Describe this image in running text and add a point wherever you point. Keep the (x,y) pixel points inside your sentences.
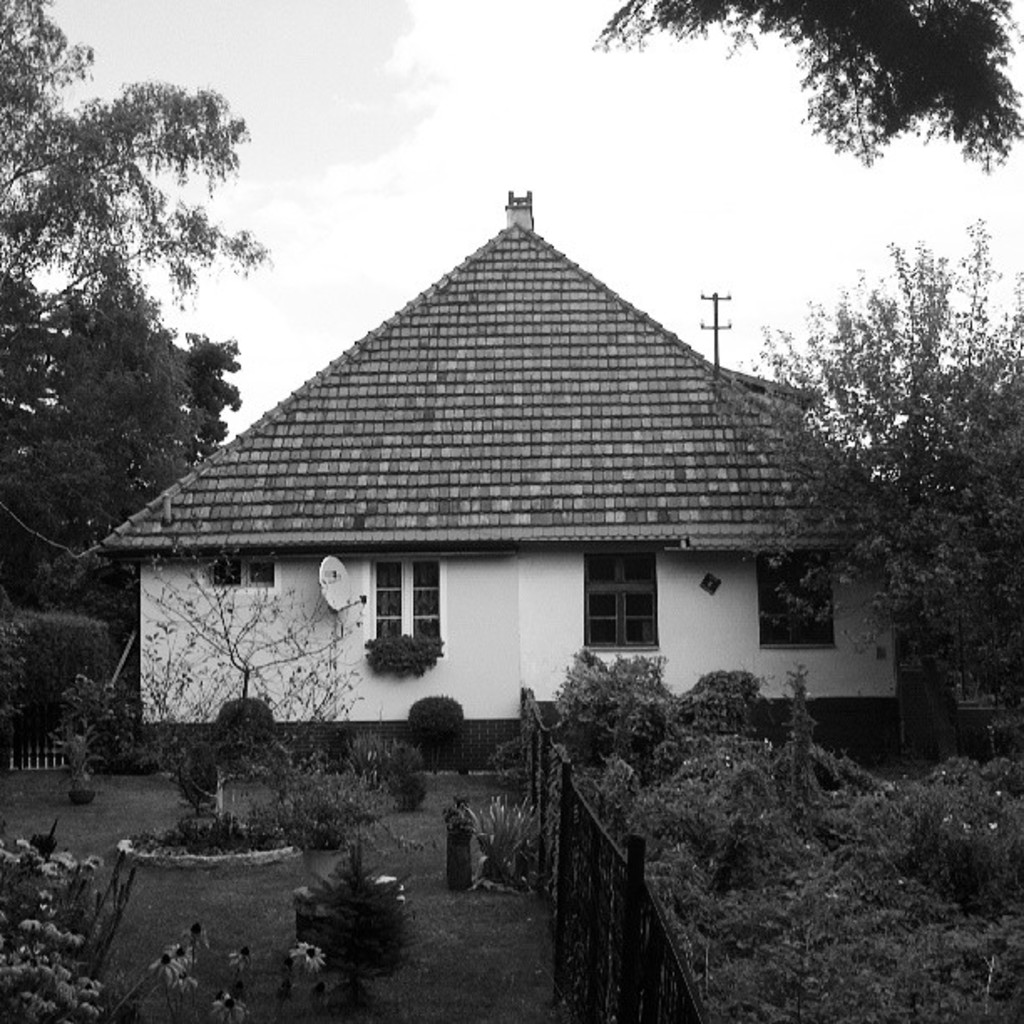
In the image we can see there are plants (536,843) on the ground (145,952) and the ground (139,952) is covered with grass (459,927). There are plants (534,705) and bushes (306,812) on the ground (27,811). Behind there is a hut shaped building (621,554) and there are trees (58,505). There is a cloudy sky (465,242).
